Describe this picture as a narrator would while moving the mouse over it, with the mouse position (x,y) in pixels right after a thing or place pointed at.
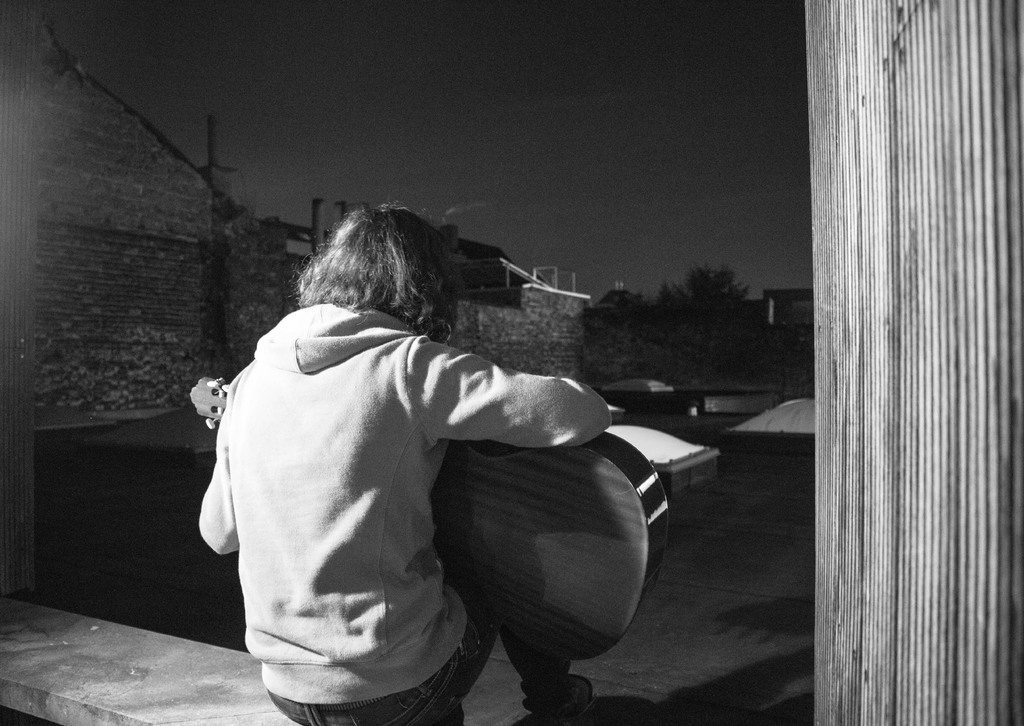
It is a black and white picture, a person (405,484) is playing a guitar (577,536) and on the left side (182,285) there is a brick wall (255,253), beside the wall (51,131) there are few trees (702,304).
